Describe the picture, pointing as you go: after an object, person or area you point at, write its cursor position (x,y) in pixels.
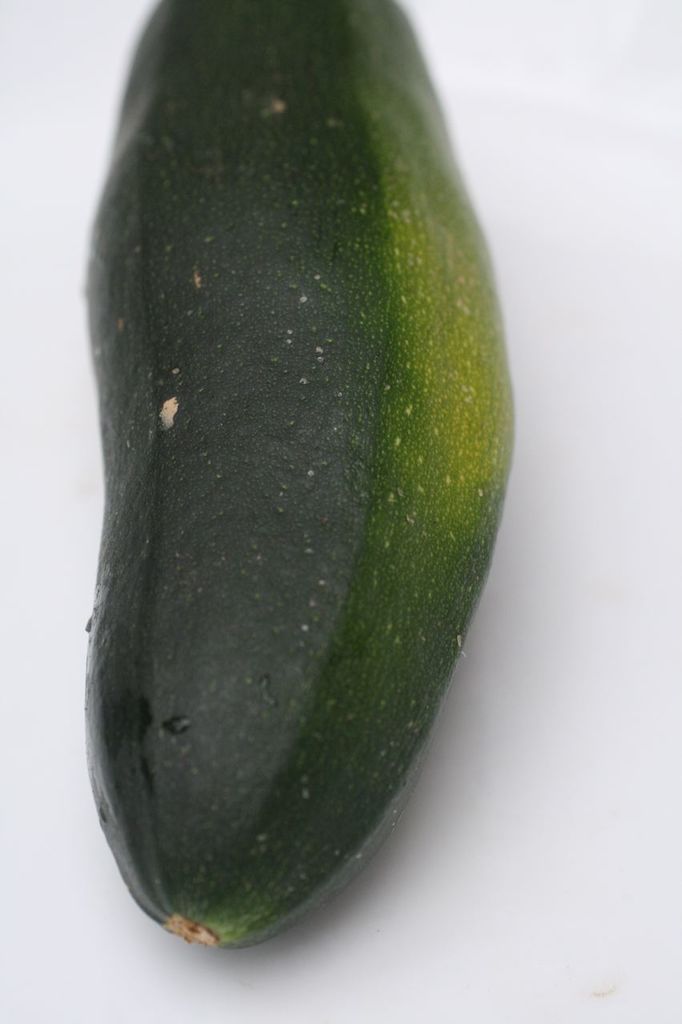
In this image I can see the cucumber (276,408) which is in green color. It is on the white color surface (520,835).
